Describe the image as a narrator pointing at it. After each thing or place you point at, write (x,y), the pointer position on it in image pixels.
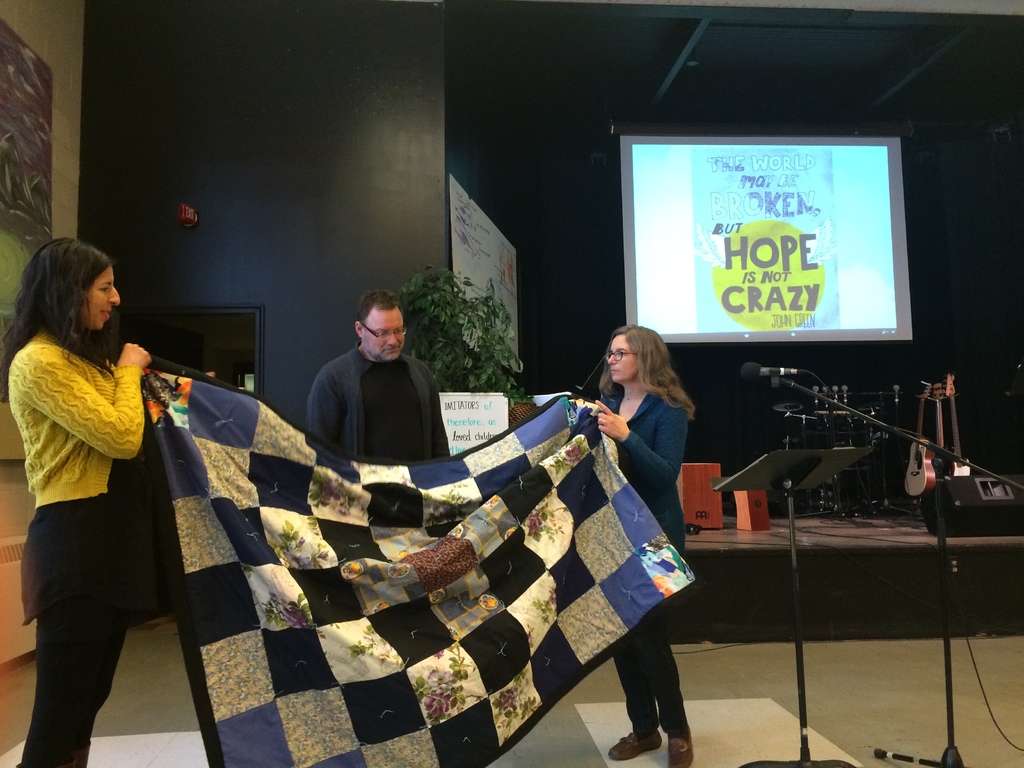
In this image in front (578,632) there are two persons (46,366) holding the mat (482,616). Beside them there is a stand (800,683). There are mike's (945,698). Behind them there is a stage (775,558). On top of the stage (736,562) there are musical instruments (805,414). In the background of the image (783,305) there is a screen (826,249). There is a flower pot (484,354). There is a wall (286,151) with the photo frames (44,139) on it. At the bottom of the image (736,733) there are mats (719,736) on the floor (823,712).
